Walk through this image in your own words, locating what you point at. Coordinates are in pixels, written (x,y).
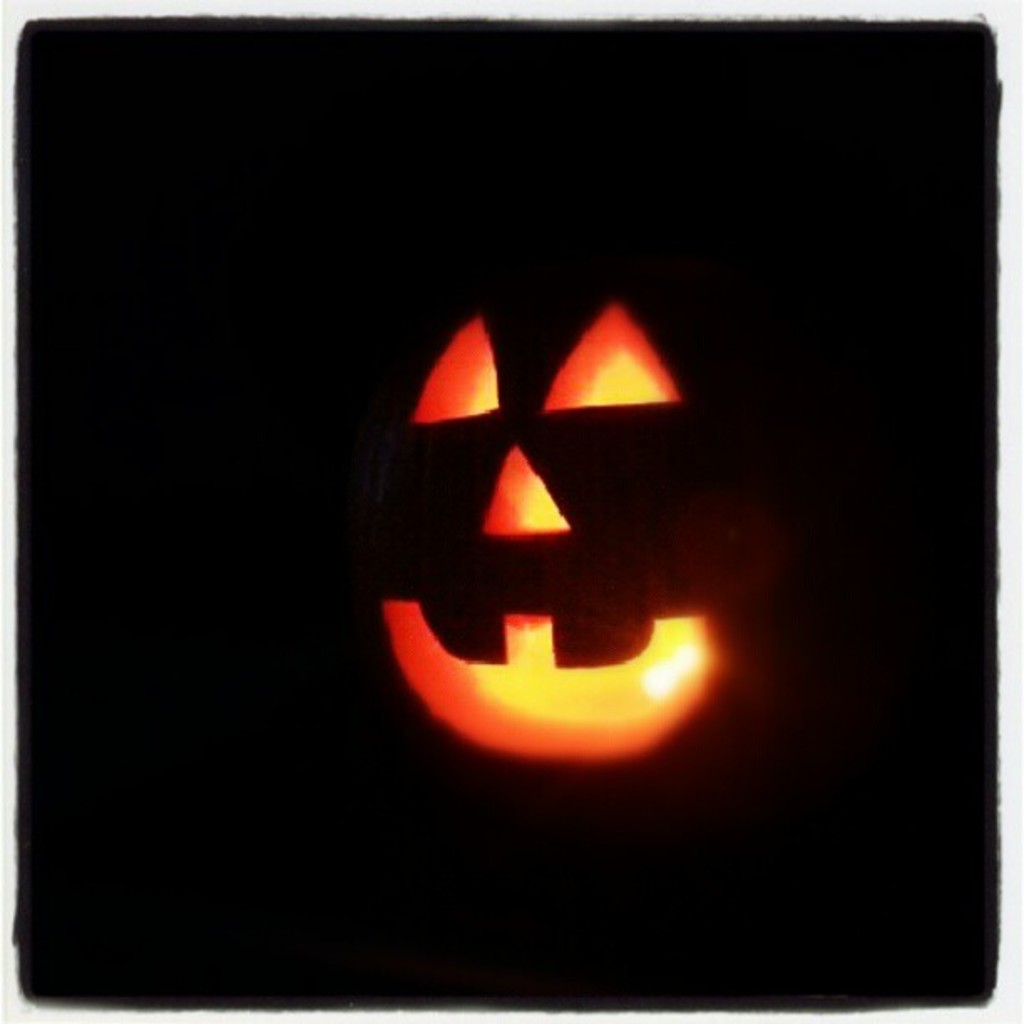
In this image we can see a pumpkin (586,623). There is a light (651,699) in the pumpkin (636,691). There is a dark background (894,922) in the image.
